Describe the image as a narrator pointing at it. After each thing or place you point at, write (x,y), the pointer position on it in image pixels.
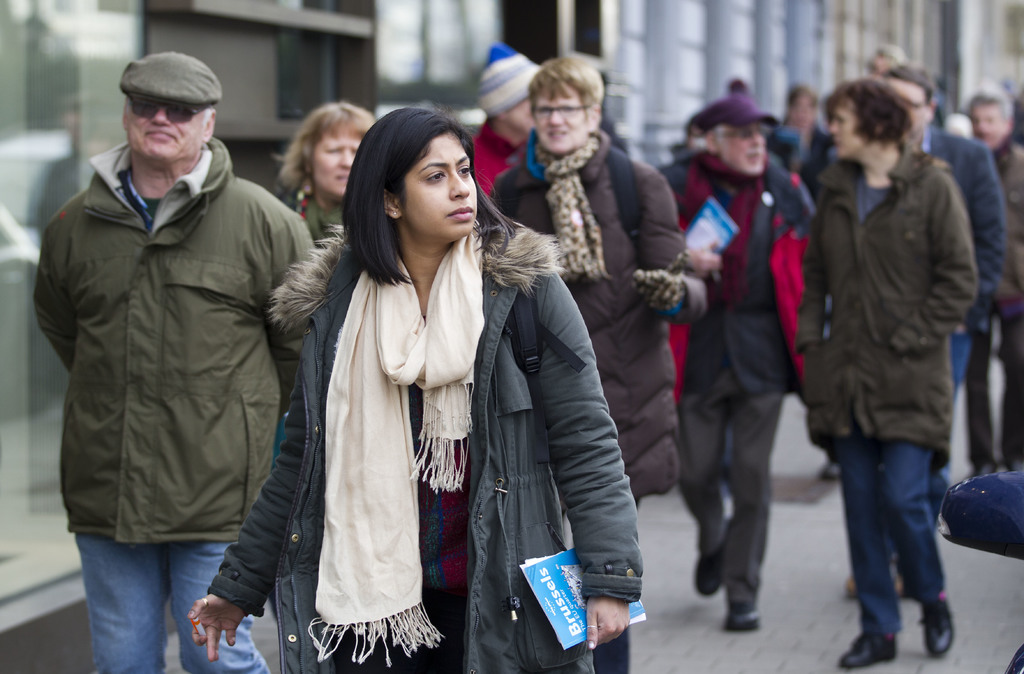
In this image we can see a few people (435,409) walking on the road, among them some people (591,335) are holding the objects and also we can see some buildings (774,20).
